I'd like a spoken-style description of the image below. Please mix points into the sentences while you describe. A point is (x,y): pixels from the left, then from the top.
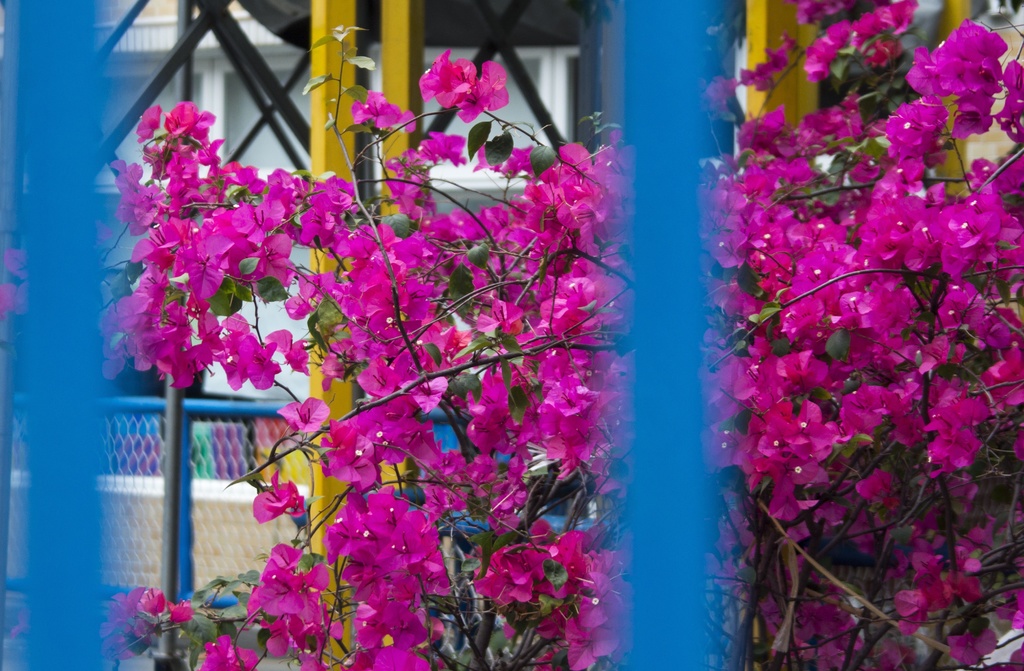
In this image, we can see pink flowers (432,400) with stems (614,350) and leaves (752,342). Here we can see blue color things (653,446). Background (592,57) there are so many rods (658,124), mesh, pillars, railing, wall (266,146) we can see.
